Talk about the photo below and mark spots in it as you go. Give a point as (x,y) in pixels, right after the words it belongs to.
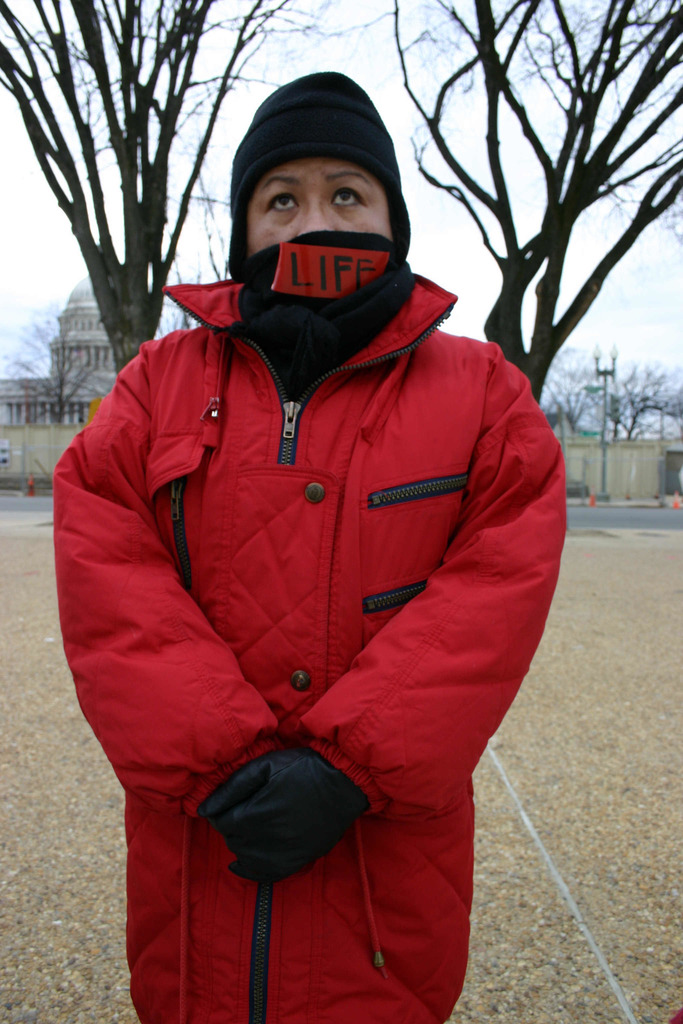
In this image there is a person (278,679) standing wearing a jacket (252,511) and mask (333,251) standing on land (98,1012), in the background (478,300) there are trees (515,323), buildings (48,404) and the sky (619,373).
